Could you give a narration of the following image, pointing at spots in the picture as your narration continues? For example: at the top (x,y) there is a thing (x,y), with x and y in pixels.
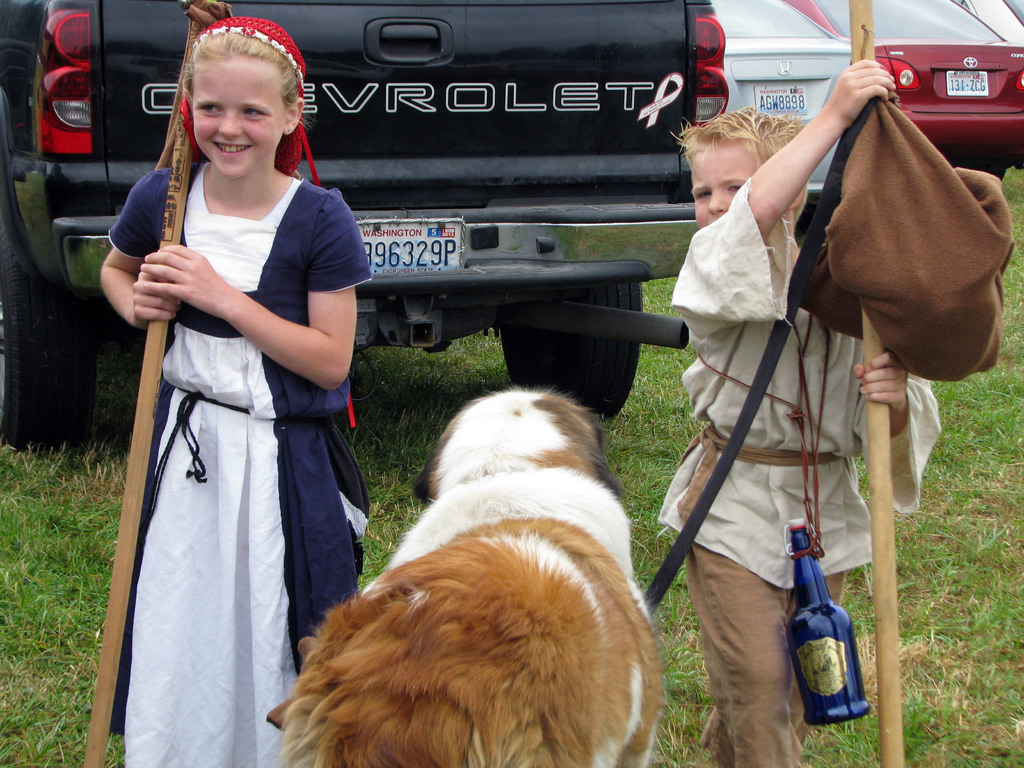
This is the picture of a place where we have two kids (741,369) holding sticks (135,531), dog (577,451) on the floor (672,402) and behind there are some cars (102,207) on the grass floor (429,376).
